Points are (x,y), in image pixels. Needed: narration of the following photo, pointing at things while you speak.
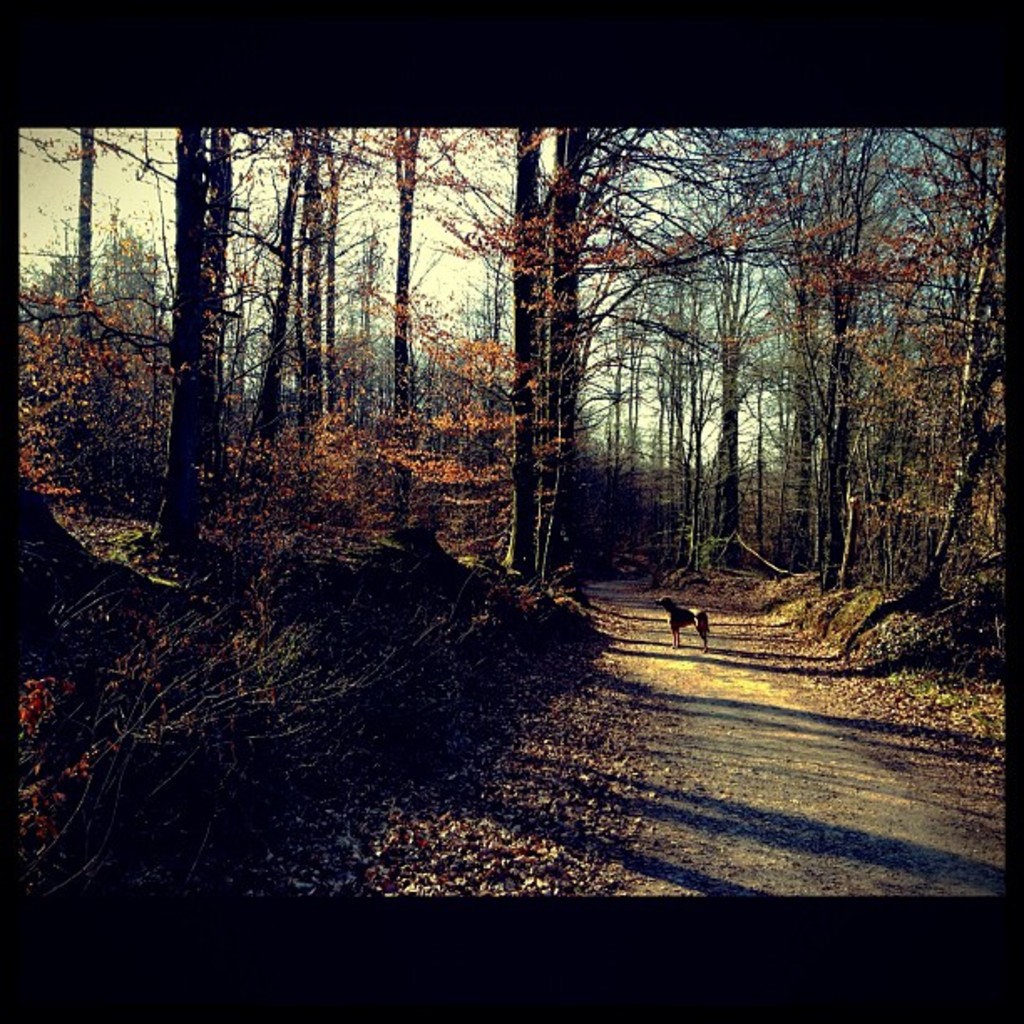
This image is clicked outside. There are trees (193,299) in the middle (570,385). There is a dog (662,605) in the middle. There is sky (485,220) at the top (43,192).
